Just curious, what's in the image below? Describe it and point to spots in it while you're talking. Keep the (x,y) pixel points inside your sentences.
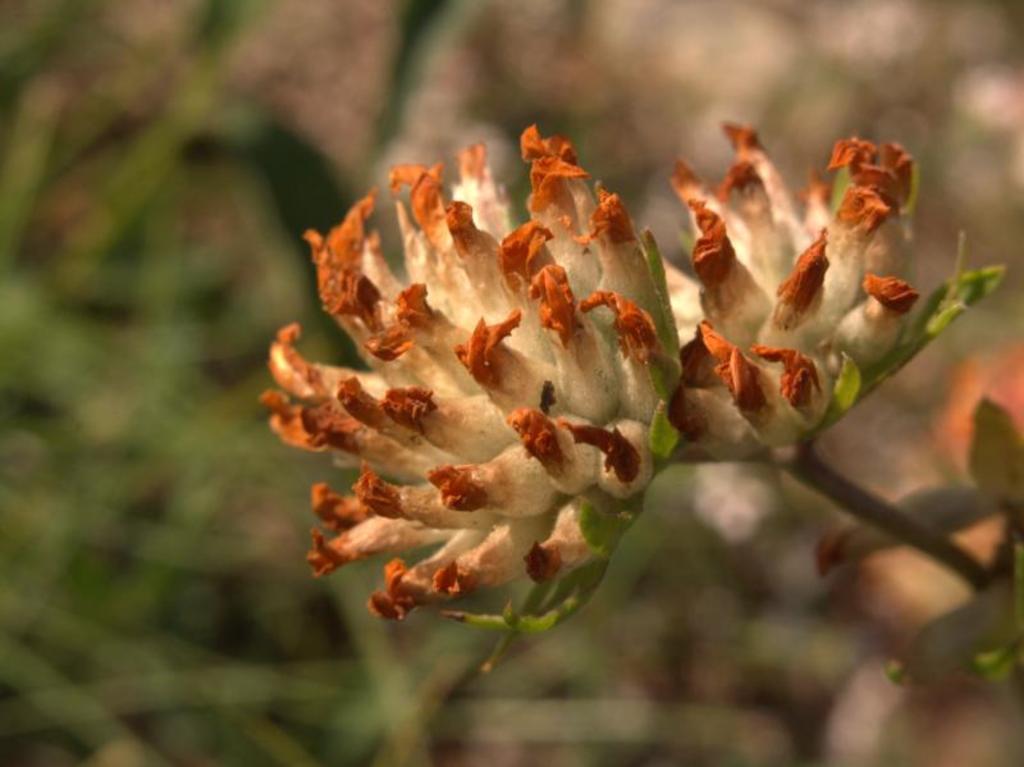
In this image there is a flower (618,369) in the middle (523,400). In the background (113,553) it looks blurry.
